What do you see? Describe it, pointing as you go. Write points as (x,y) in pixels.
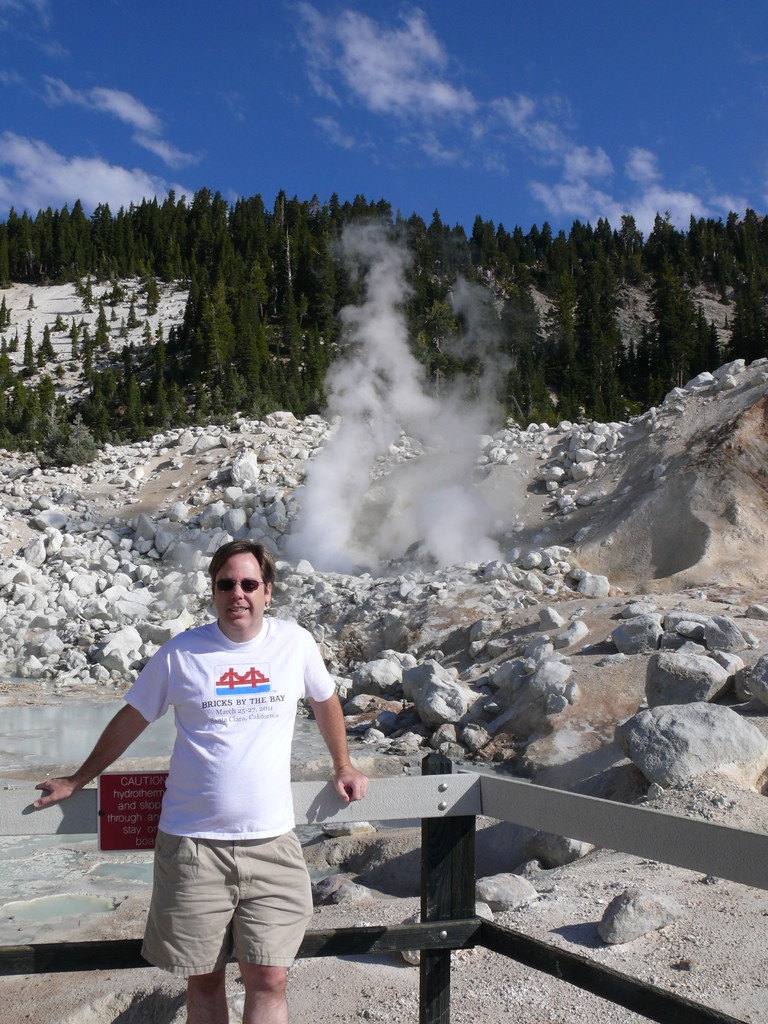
In this image I can see a man (190,667) is standing in the front (193,753), I can see he is wearing white colour t shirt (193,751), shorts (216,934) and black shades (228,581). Behind him I can see a red colour board (117,837) and on it I can see something is written. In the background (652,406) I can see number of trees (76,443), stones (0,458), smoke (475,311), clouds (680,227) and the sky (497,123).
